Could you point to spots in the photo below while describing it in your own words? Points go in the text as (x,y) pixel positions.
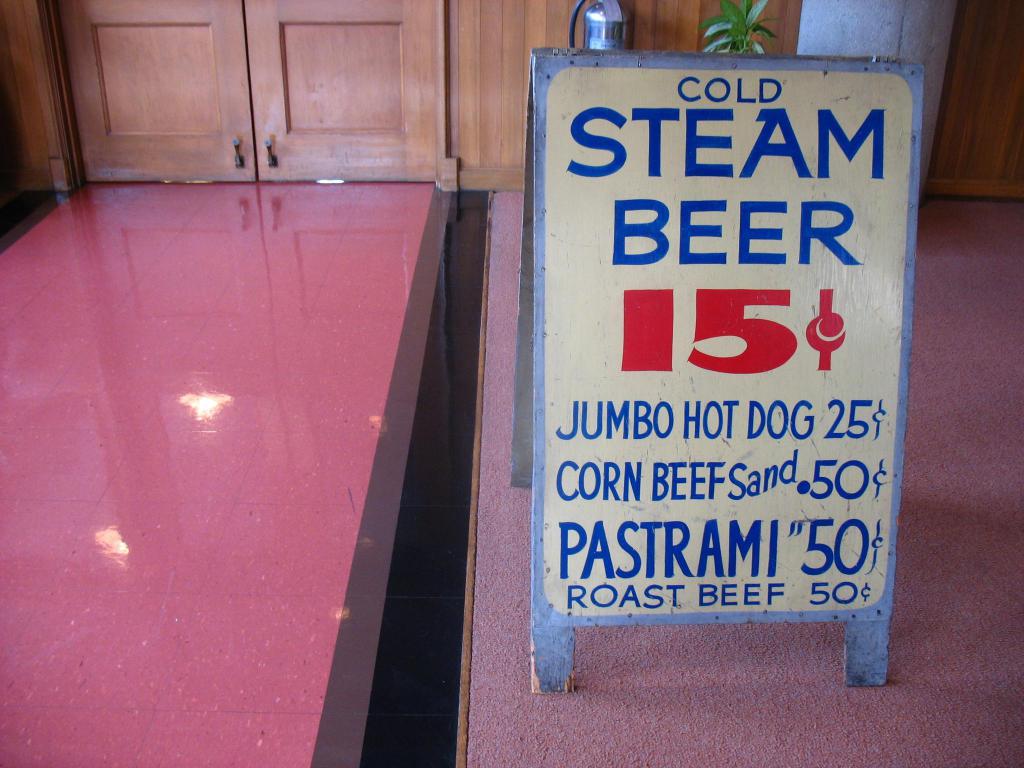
On the right side of this image (707,389) there is a board (673,433) placed on a wooden object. On the board (672,468), I can see some text (701,116). On the left side (208,417) I can see the light reflections (201,400) on the floor (148,507). At the top (319,38) there are two doors (228,40) and a plant (727,36) and also there is a metal object (598,14).
